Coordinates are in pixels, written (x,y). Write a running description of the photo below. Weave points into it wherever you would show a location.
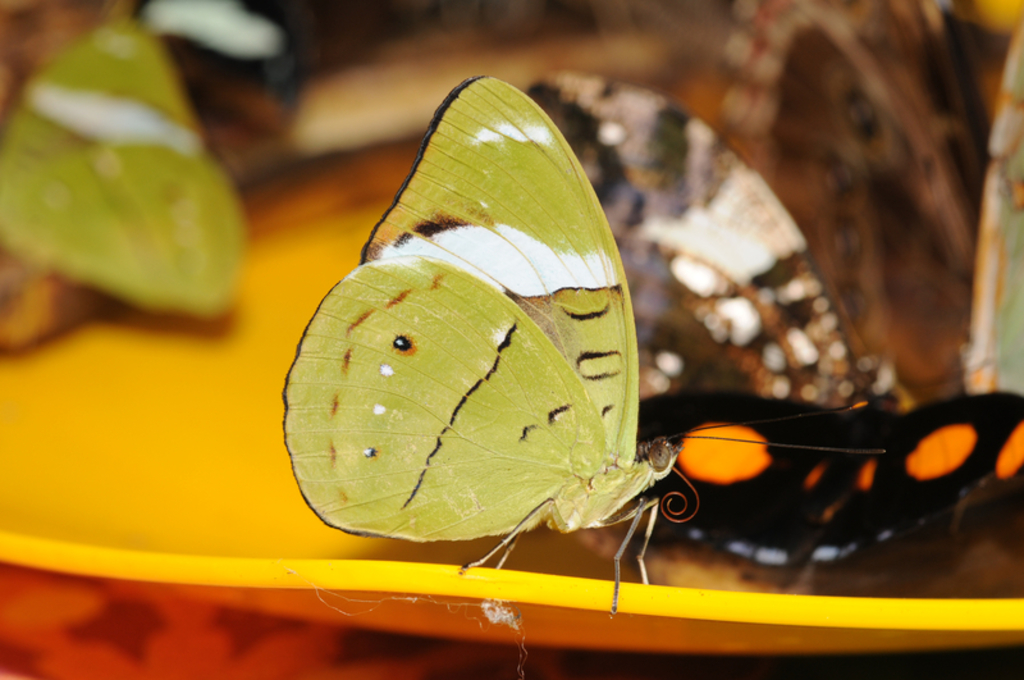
In this image I can see butterflies (354,477), the butterfly (432,445) in front (519,369) is in green and white color and the butterfly (897,435) at right (940,454) is in black and orange color, and I can see blurred background (919,244).
